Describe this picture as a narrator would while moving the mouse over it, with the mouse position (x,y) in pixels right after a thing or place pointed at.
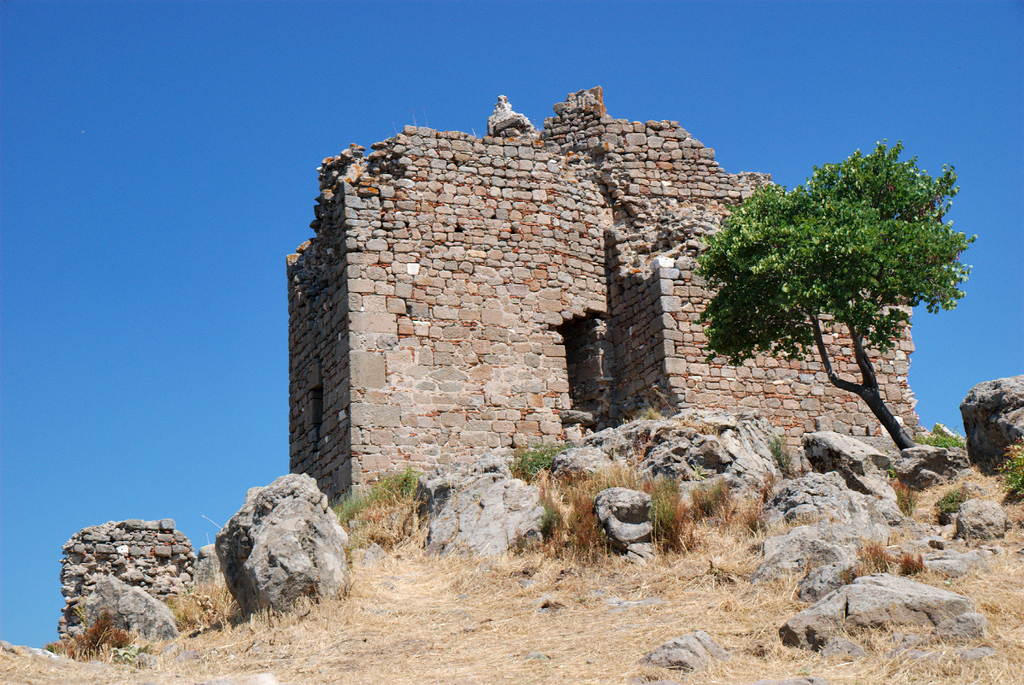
There is a grassy land (733,547) and rocks (234,517) are present at the bottom of this image (684,614). We can see a monument (459,266) and a tree (820,308) in the middle of this image (455,268). The blue sky (227,234) is in the background (197,356).
